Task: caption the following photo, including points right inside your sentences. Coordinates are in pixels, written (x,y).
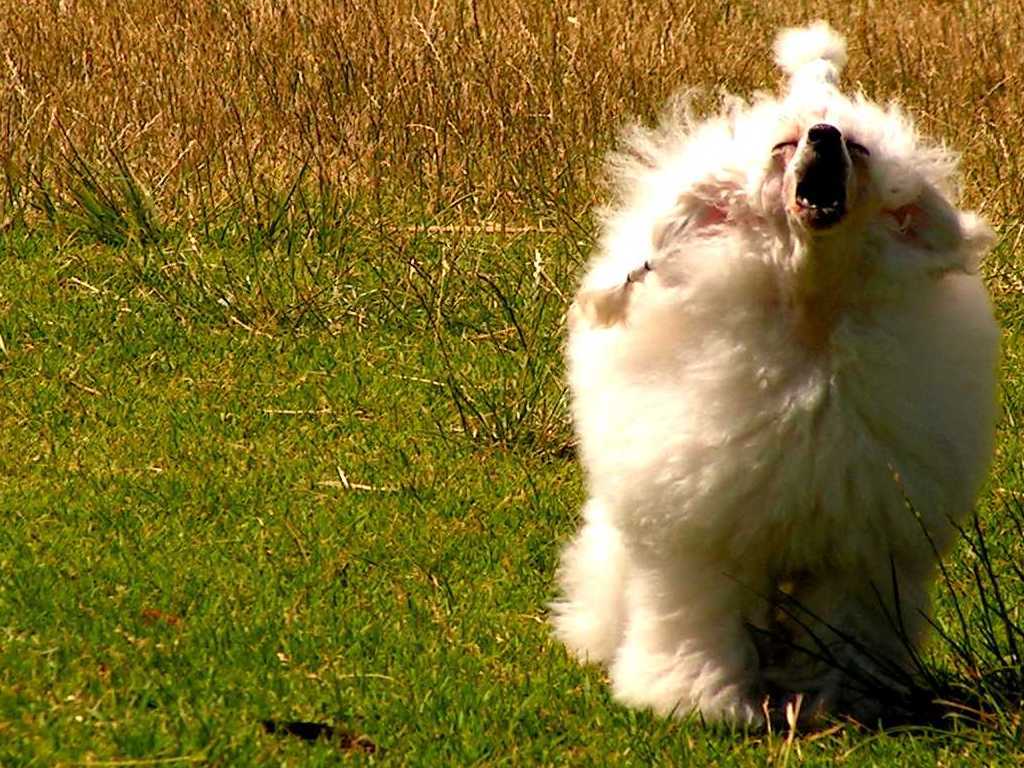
In this picture I can observe an animal (632,446) on the right side (762,295). I can observe some grass (84,353) on the ground (164,364). The animal (688,233) is in white color.
